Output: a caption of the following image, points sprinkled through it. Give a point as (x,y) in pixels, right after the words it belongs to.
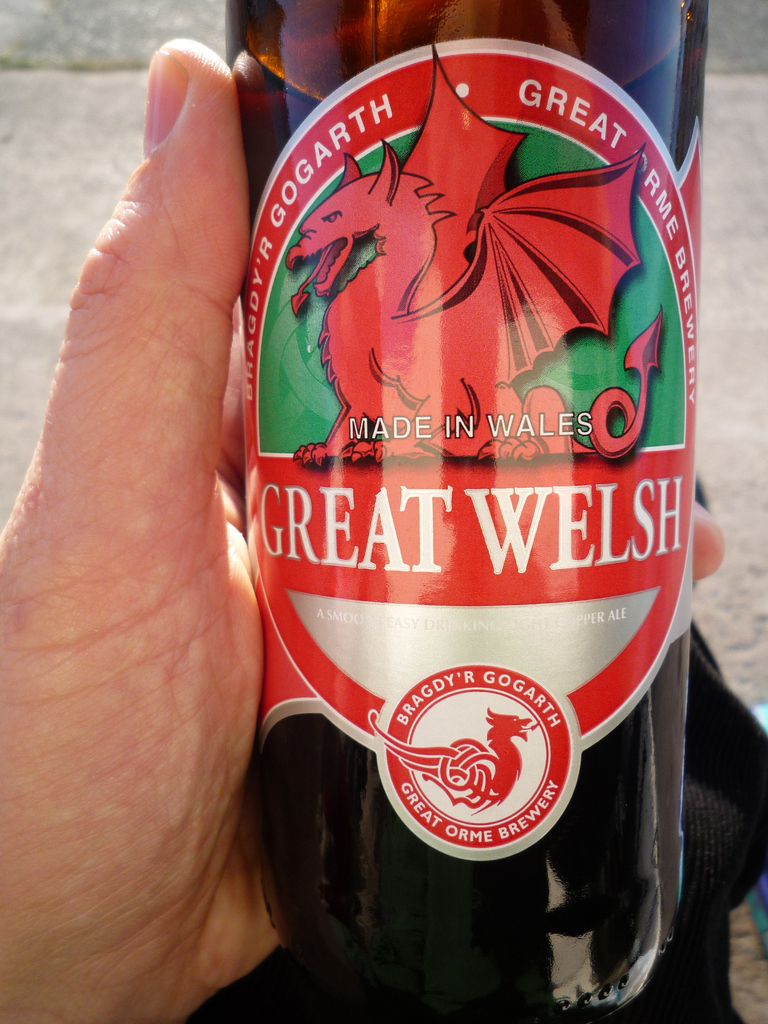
It is a picture of a bottle (419,761) someone (145,799) is holding the bottle (477,479) with their hand (228,775).
